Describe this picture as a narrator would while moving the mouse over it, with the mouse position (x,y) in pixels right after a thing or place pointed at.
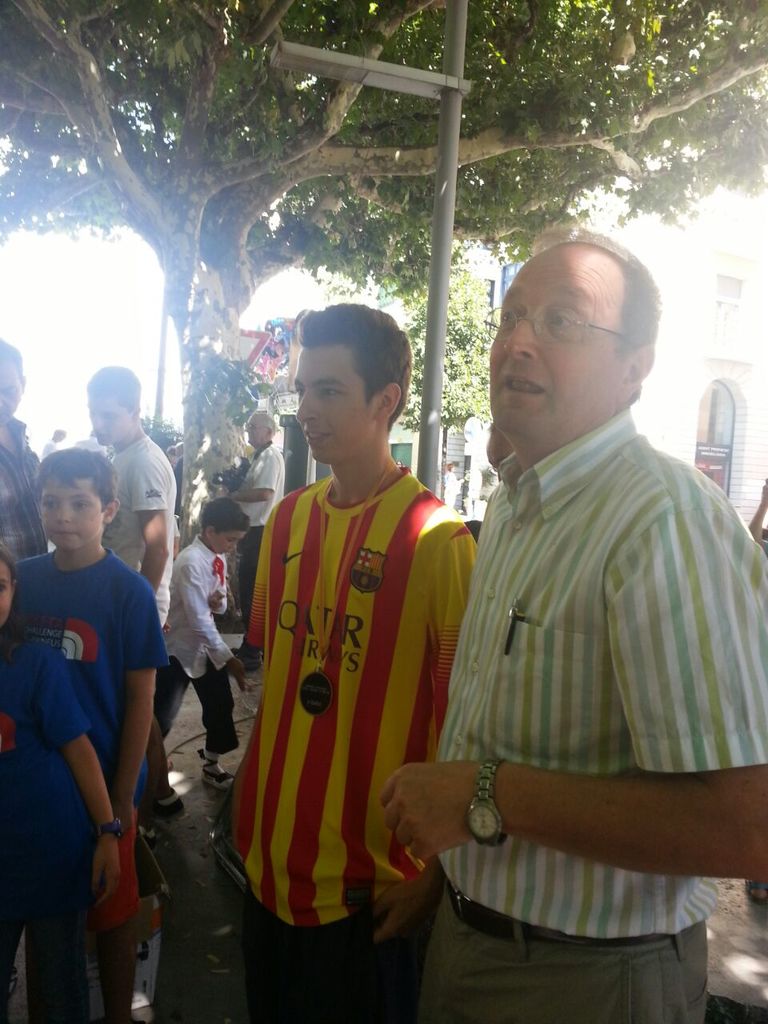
In this image I can see a person (606,655) wearing white, green and blue colored dress (661,645) is standing, another person (367,655) wearing red and yellow colored dress (376,650) is standing and few other persons (187,629) are standing on the ground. In the background (211,244) I can see few persons (206,560) standing, a tree (340,206), a pole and light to the pole (447,119) and a building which is white in color.
